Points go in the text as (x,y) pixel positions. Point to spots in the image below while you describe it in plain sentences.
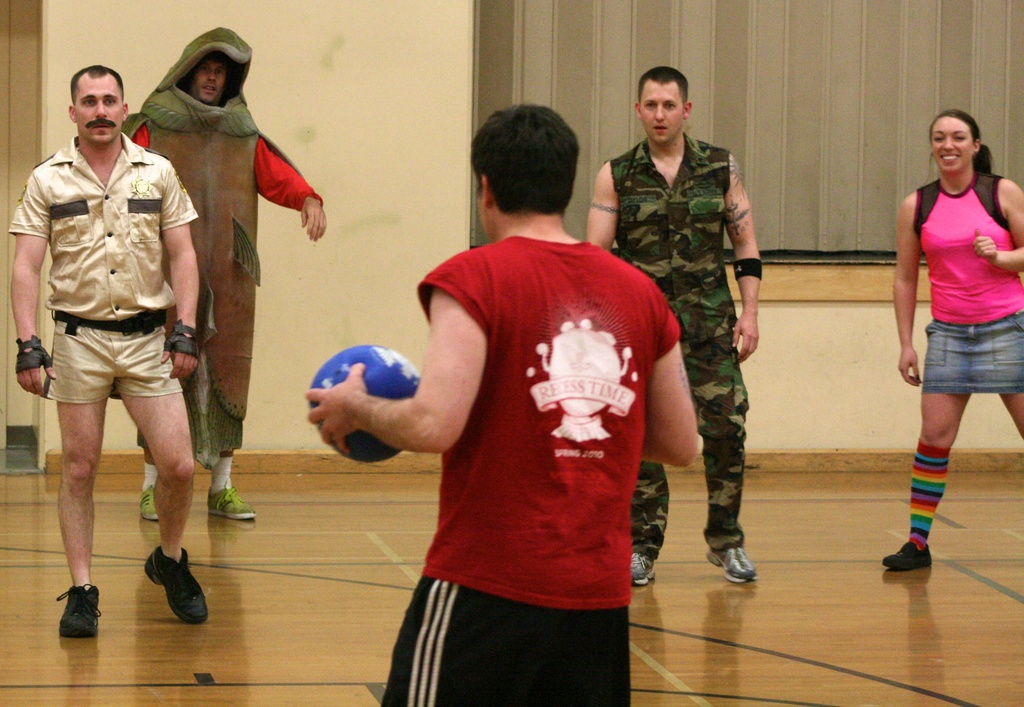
This picture shows few people (693,314) standing and a man (415,427) holding a ball (383,348) in his hand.
